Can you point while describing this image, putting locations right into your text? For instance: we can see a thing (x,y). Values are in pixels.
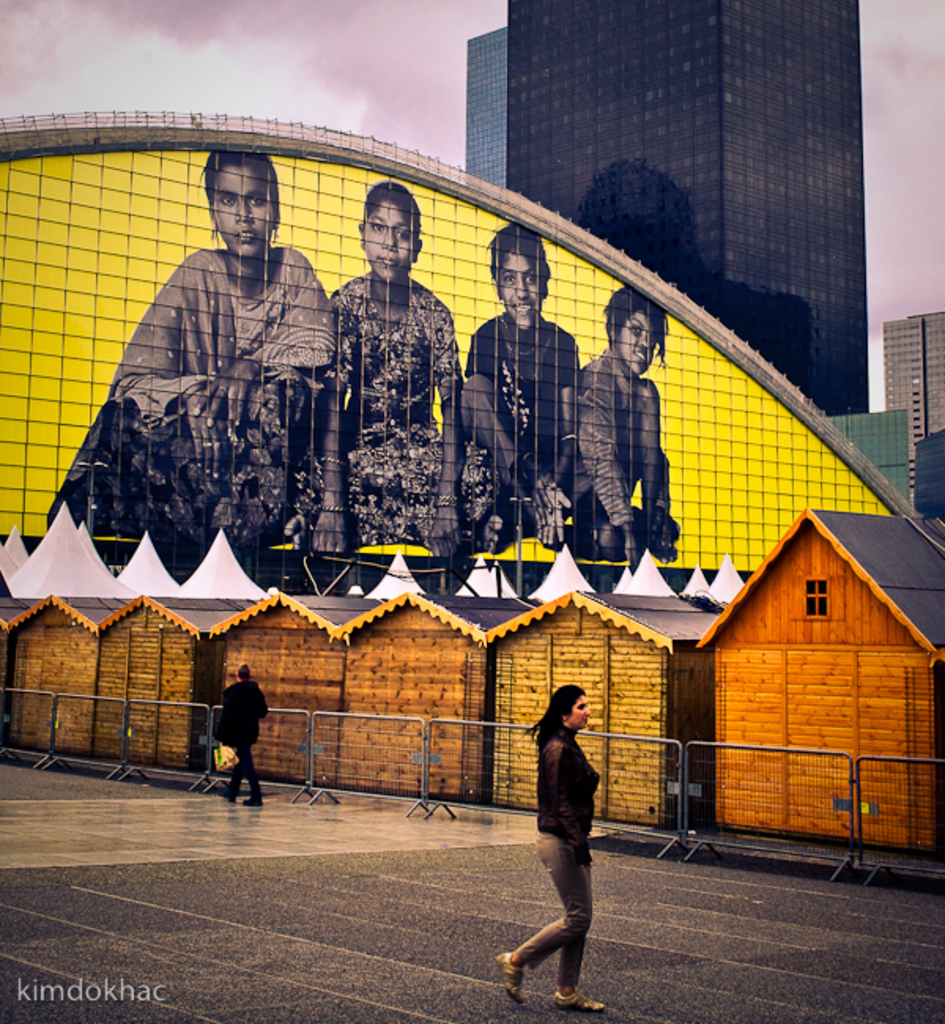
In front of the image there is a person (591,880) walking on the road (404,947). Behind her there is another person (243,801) walking and he is holding a bag (219,746). There is a metal fence (298,737). There are houses (357,658). There is a painting (381,305) on the wall (315,360). In the background of the image (904,454) there are buildings (890,417). At the top of the image (281,41) there are clouds (243,31) in the sky (257,19). There is some text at the bottom of the image (142,1002).
